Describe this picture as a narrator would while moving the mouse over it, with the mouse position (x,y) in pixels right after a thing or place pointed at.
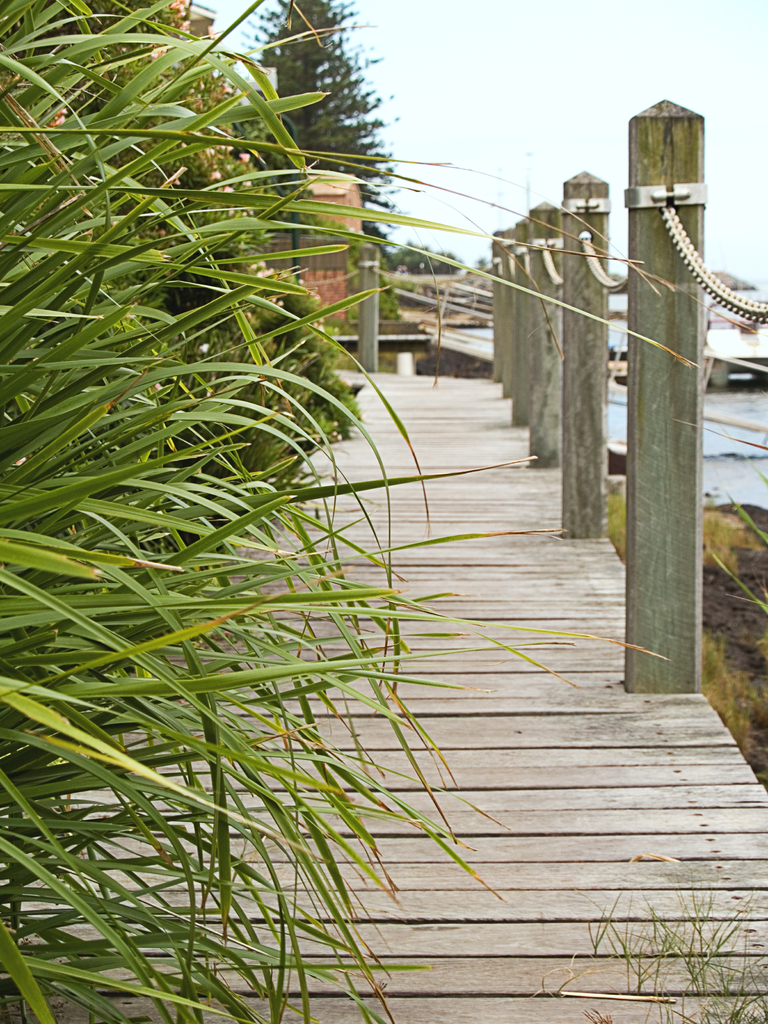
On the left side (154,369) we can see plants (110,222) at the bridge (506,691) and we can see poles (501,350) and chain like a fence (533,389). In the background (317,65) there is a tree (356,66), grass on the ground (759,558), boat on the water (717,458) and sky (621,21).
